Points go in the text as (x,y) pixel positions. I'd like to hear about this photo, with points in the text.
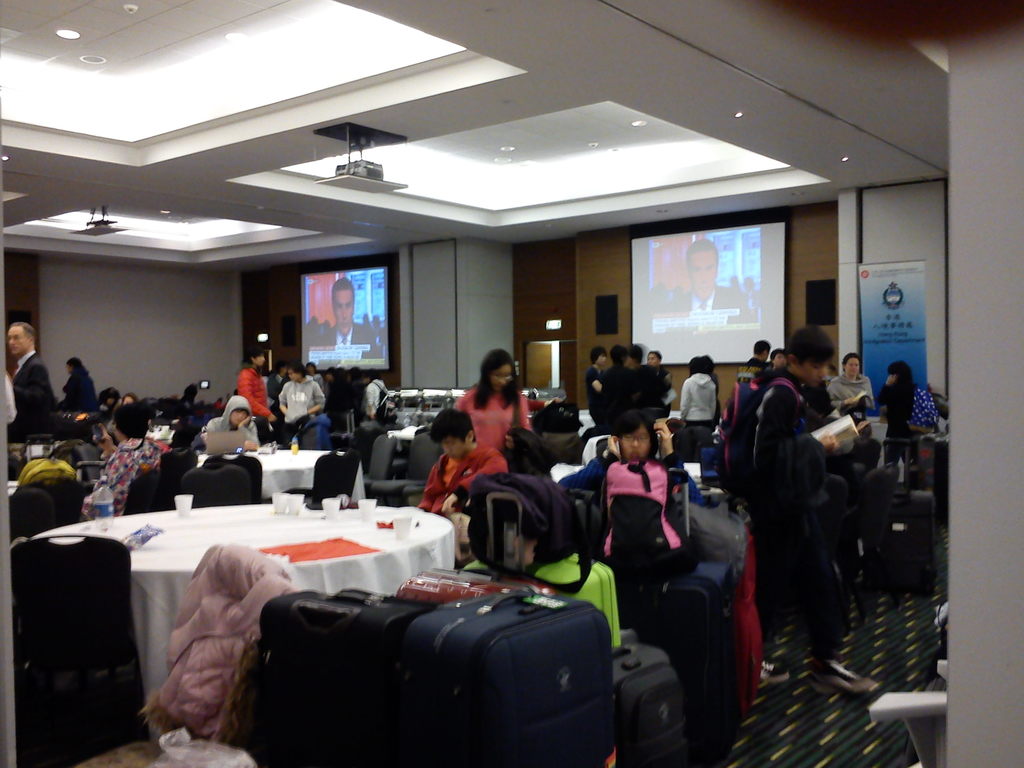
This is inside view of room (537,331). We can see bags (560,681) on the floor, few persons (208,406) are sitting on the chairs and few persons (20,341) are standing, glasses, water bottles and objects (154,527) on the tables (138,524), empty chairs (108,599). In the background (396,363) we can see screens (315,284) on the wall (581,374), door (560,369), hoarding (867,296) on the right side (881,296), lights (196,229) on the ceiling (334,217) and projectors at the top (388,131).
